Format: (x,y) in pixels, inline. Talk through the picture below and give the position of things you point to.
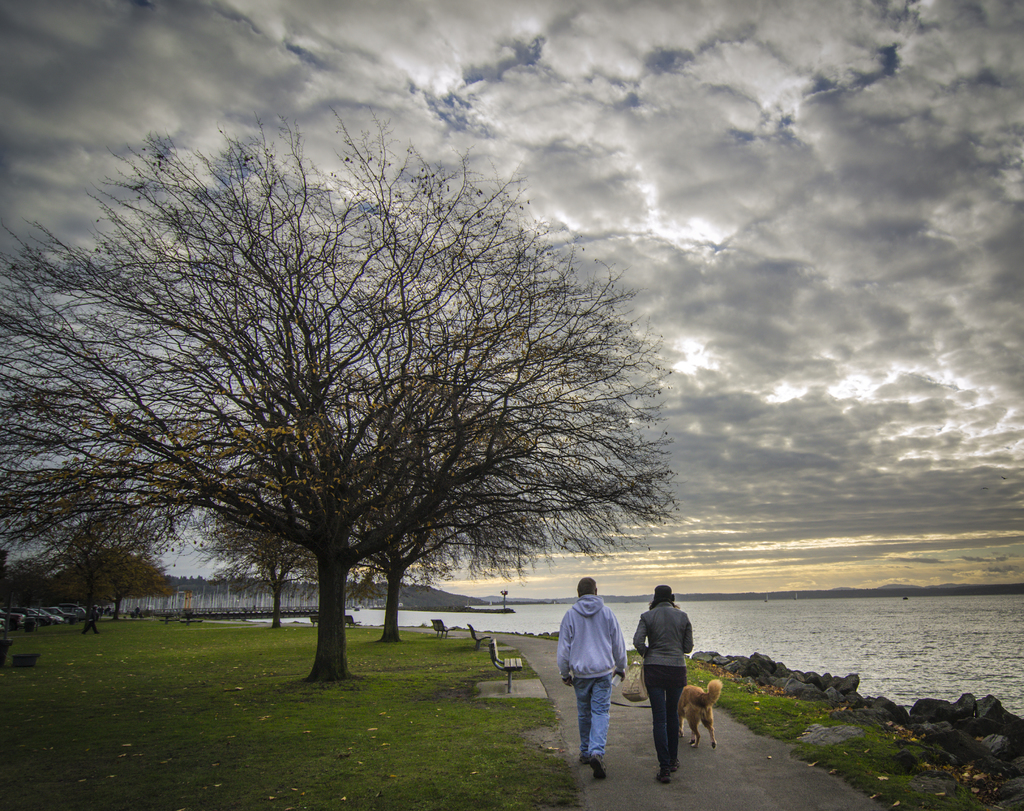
There are two people (647,668) and a dog (689,704) walking on the pathway (539,675). These are the benches (513,671). I can see the rocks (975,740). These are the trees (162,482). Here is a grass (257,677). I can see the water (840,628) flowing. These are the clouds (714,182) in the sky (548,114).
